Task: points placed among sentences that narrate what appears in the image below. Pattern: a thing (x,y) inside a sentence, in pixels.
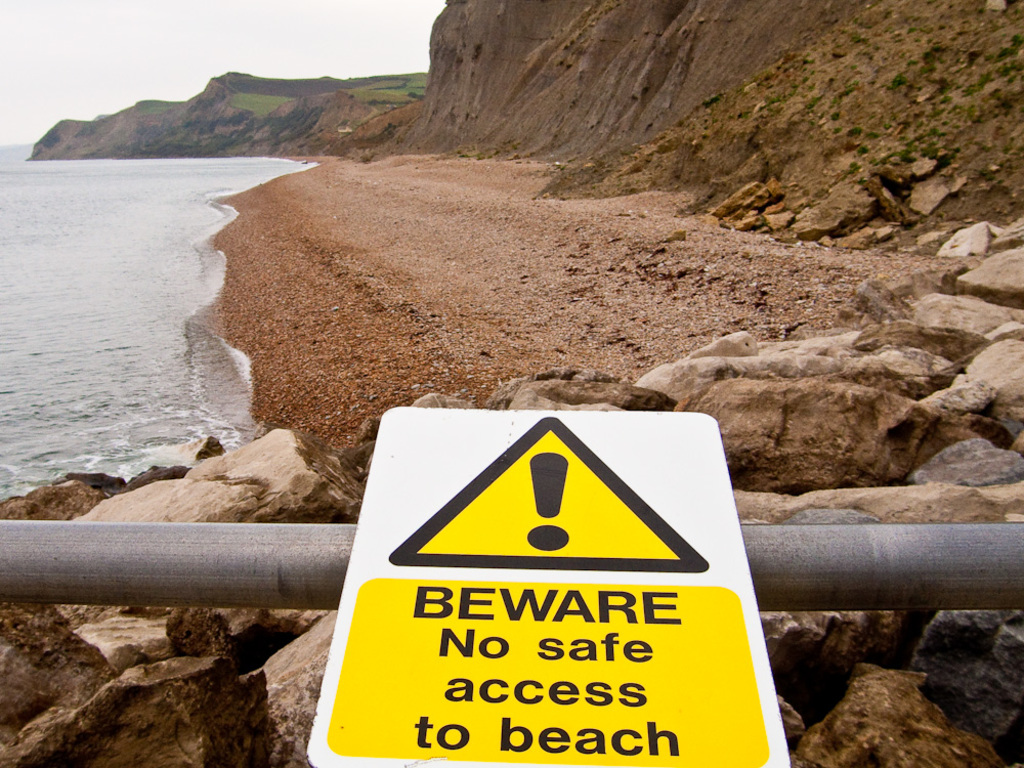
In this image there is a sign board (540,579) with some text (485,618) on it, behind the board (475,651) there is a rod (244,543) on the surface (1013,633) of the rocks (996,633) and in the background (151,370) there is a sea (129,222) and the sky (150,86).
